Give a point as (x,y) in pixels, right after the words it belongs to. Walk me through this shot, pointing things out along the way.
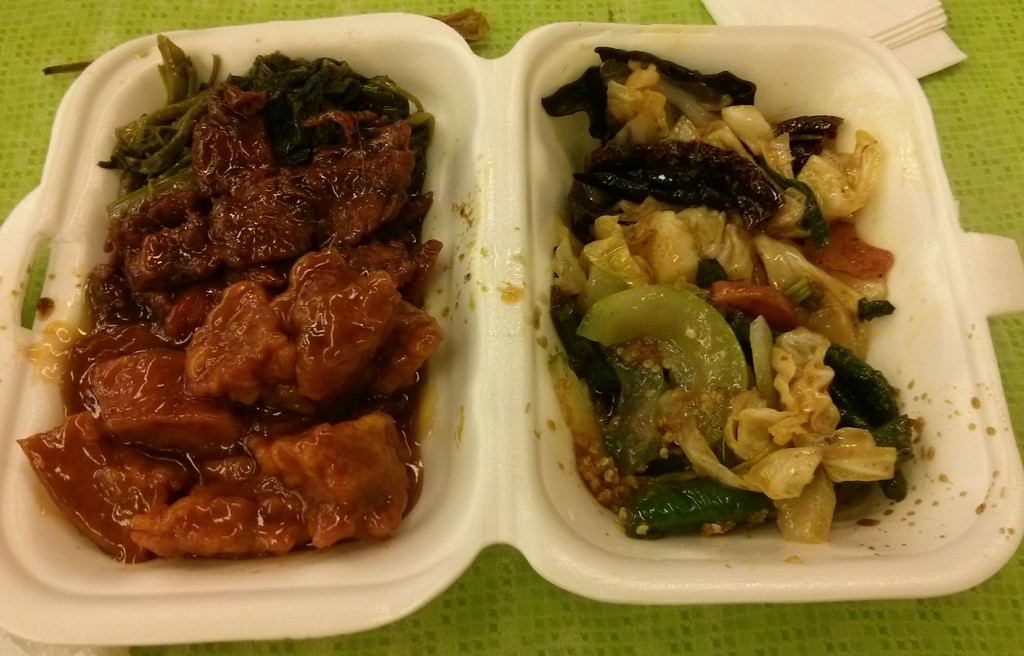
In this picture there is a box (264,33) in the center of the image (347,405), which contains food items (577,276) in it.
